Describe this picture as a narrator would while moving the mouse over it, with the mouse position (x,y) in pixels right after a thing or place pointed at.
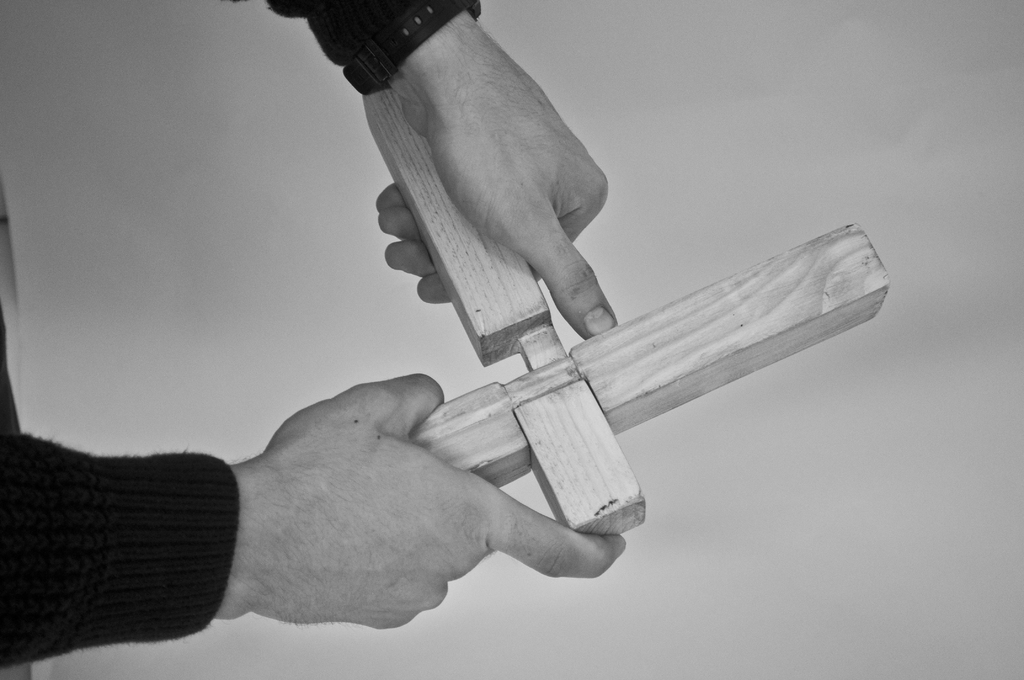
In the picture I can see the hands (592,548) of a person (528,118) holding a wooden object (641,347).
